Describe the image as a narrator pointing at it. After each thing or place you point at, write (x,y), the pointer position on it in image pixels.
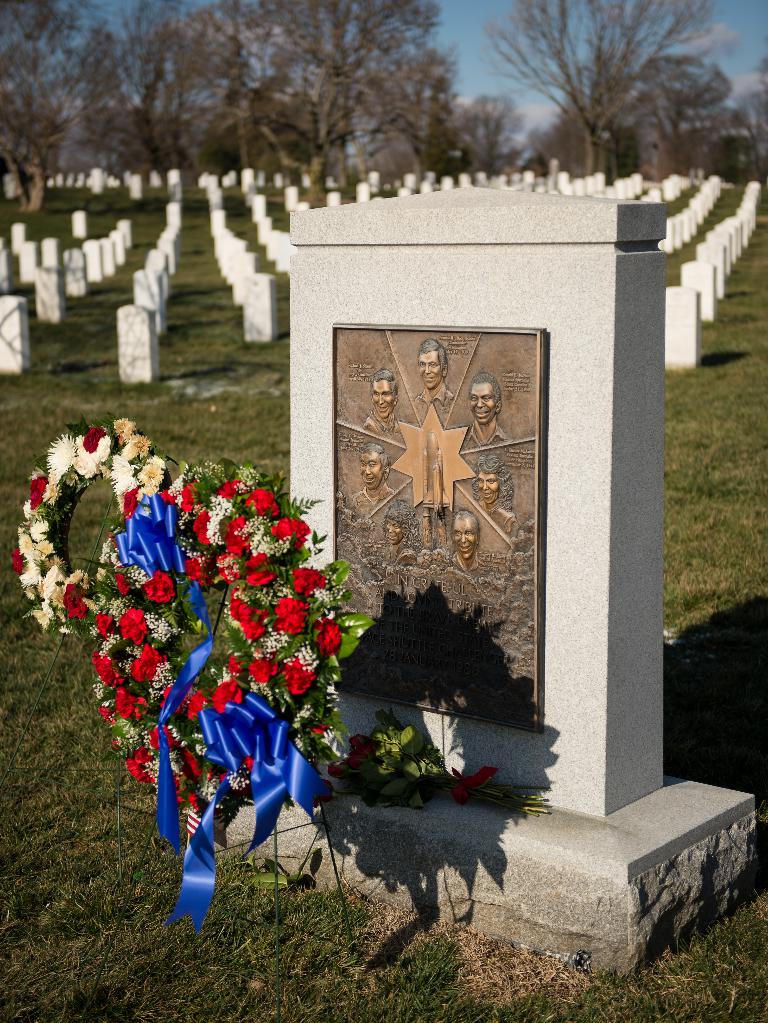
As we can see in the image there are graveyards (420,244), grass (726,709) and flowers (109,551). In the background (325,76) there are trees (430,86). On the top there is sky (509,8).
